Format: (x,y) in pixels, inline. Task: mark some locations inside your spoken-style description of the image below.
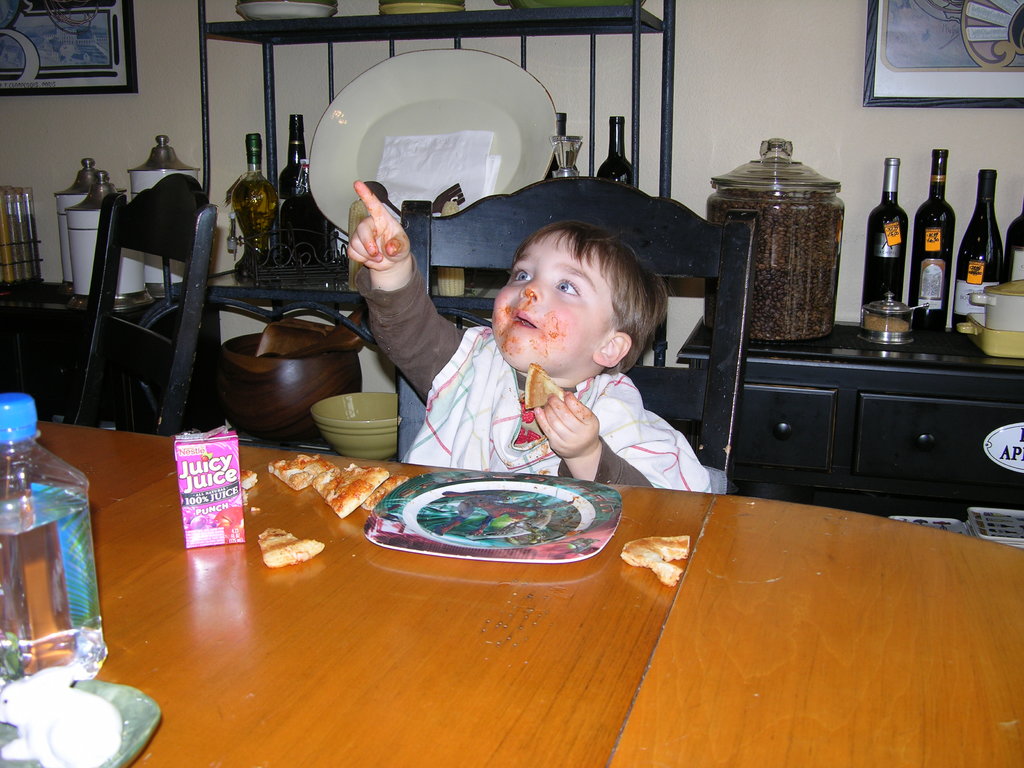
In this picture we can see a kid (520,399), and the kid (604,416) is seated on the chair (647,377), in front of the kid (433,416) we can find food (318,469) and a bottle (88,615) on the table (636,595), in the background (960,287) we can see few bottles (960,287) and other things (900,302) on the table (822,359), and also we can find few paintings (908,55) on the wall (779,88).
